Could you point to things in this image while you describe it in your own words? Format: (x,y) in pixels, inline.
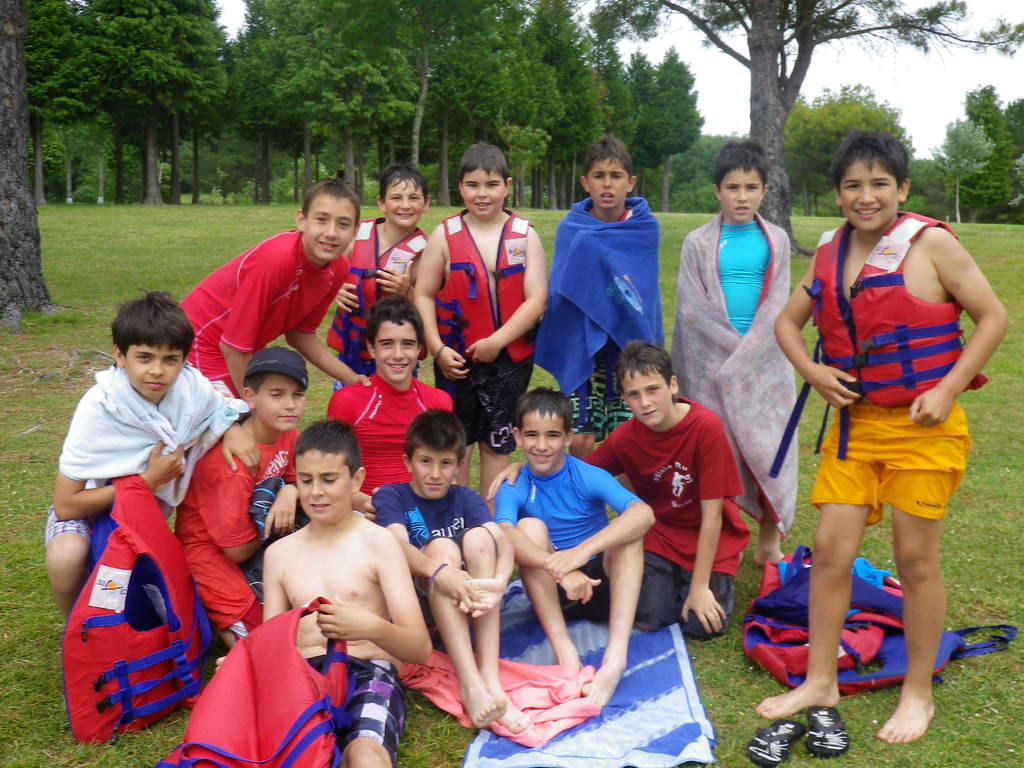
This picture is clicked outside. In the foreground (373,540) we can see the group of children (267,476) in which some of them are sitting on the ground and some of them are squatting on the ground (138,764) and we can see the group of children (378,261) standing on the ground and there are some objects (845,643) placed on the ground (720,704). The ground (70,262) is covered with the green grass (110,219). In the background (910,120) we can see the sky (887,41), trees (462,75) and plants (947,186).
